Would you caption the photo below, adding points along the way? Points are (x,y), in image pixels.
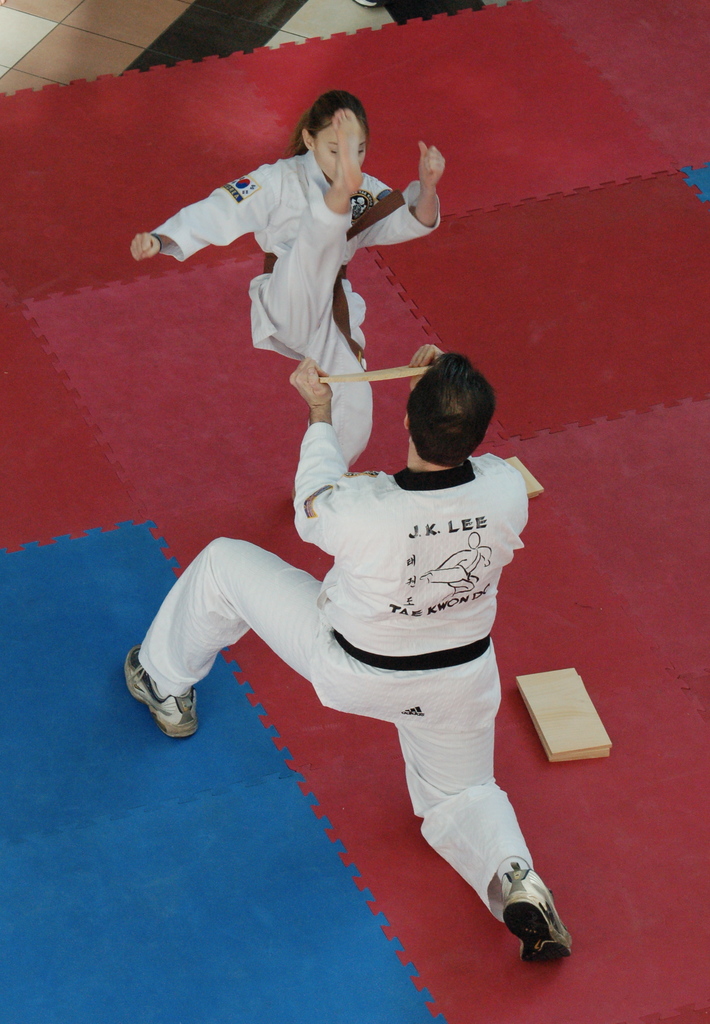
In this image I see a girl (330,262) and a man (448,652) and I see that the man (416,356) is holding a wooden thing (377,377) in his hand (429,348) and I see that both of them are wearing white dress (330,349) and I see the platform (598,62) which is of blue and red in color and I see few brown color things (529,681) over here and I see the floor (236,17) over here.
